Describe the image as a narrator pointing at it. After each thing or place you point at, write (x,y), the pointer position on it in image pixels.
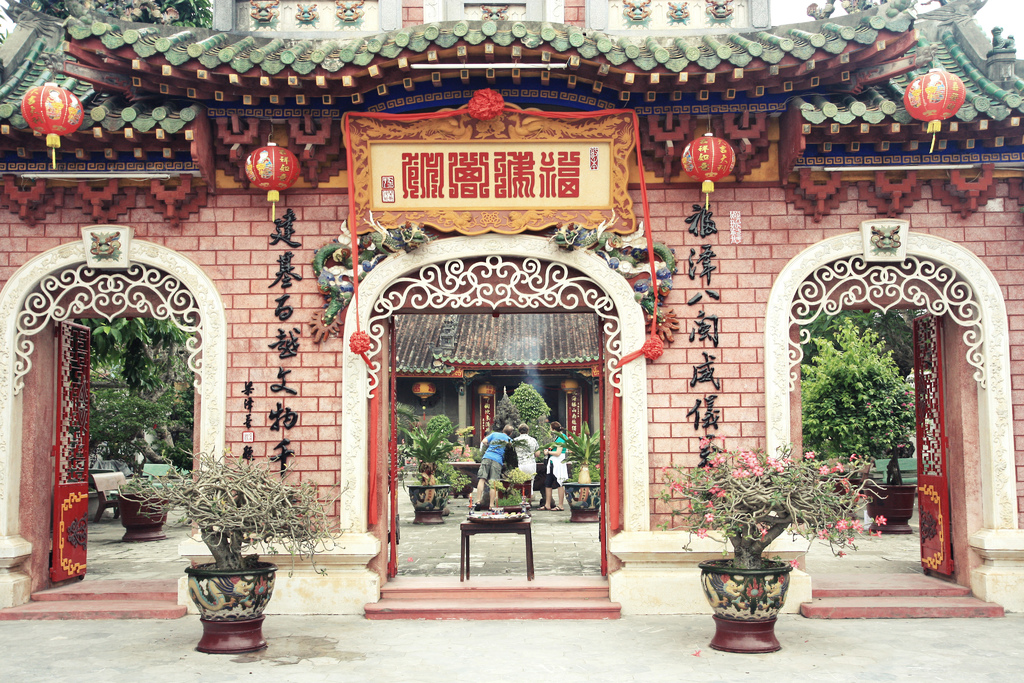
In the middle of the image (637,414) there is a wall (646,567), on the wall (35,489) there are some doors (504,312). Behind the wall (280,328) there are some trees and plants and there is a house (576,340). In the middle of the image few people (565,446) are standing and watching. Bottom of the image (206,544) there are some plants (248,524) and flowers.
